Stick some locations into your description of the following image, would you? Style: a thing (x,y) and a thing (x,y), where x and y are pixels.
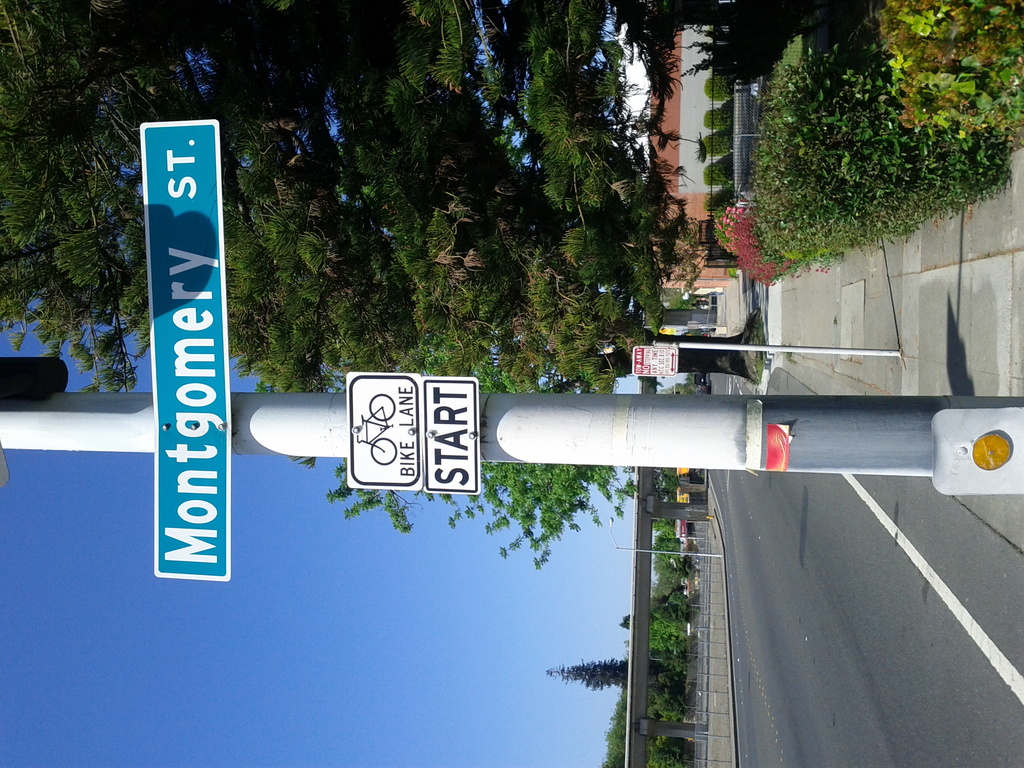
In this image, these are the boards (350,446), which are attached to a pole (870,469). This is a road (737,500). I can see the trees (441,72) with branches (600,83) and leaves (608,247). These are the bushes (802,114). At the bottom of the image (682,729), that looks like a flyover (650,572) with the pillars (659,505). This is the sky (336,615). I think this is the pathway (910,322).
